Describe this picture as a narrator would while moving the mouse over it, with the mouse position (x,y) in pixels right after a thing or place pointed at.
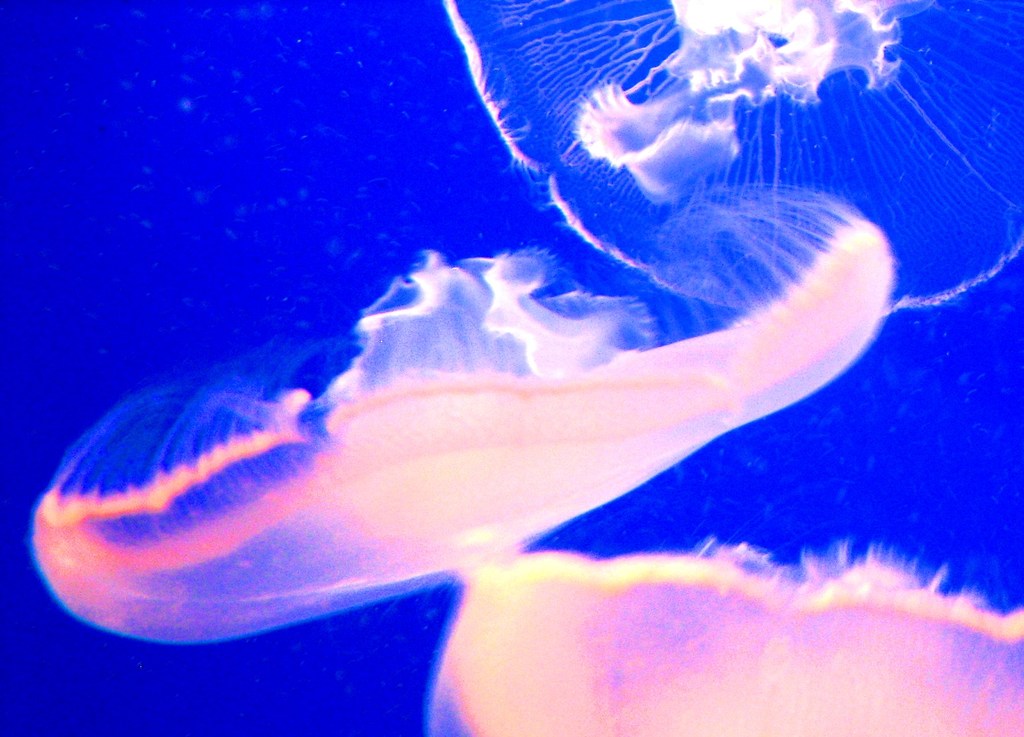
In this picture there are three white color jellyfish (556,494) in the sea water (663,295). Behind there is a blue background (121,211).
